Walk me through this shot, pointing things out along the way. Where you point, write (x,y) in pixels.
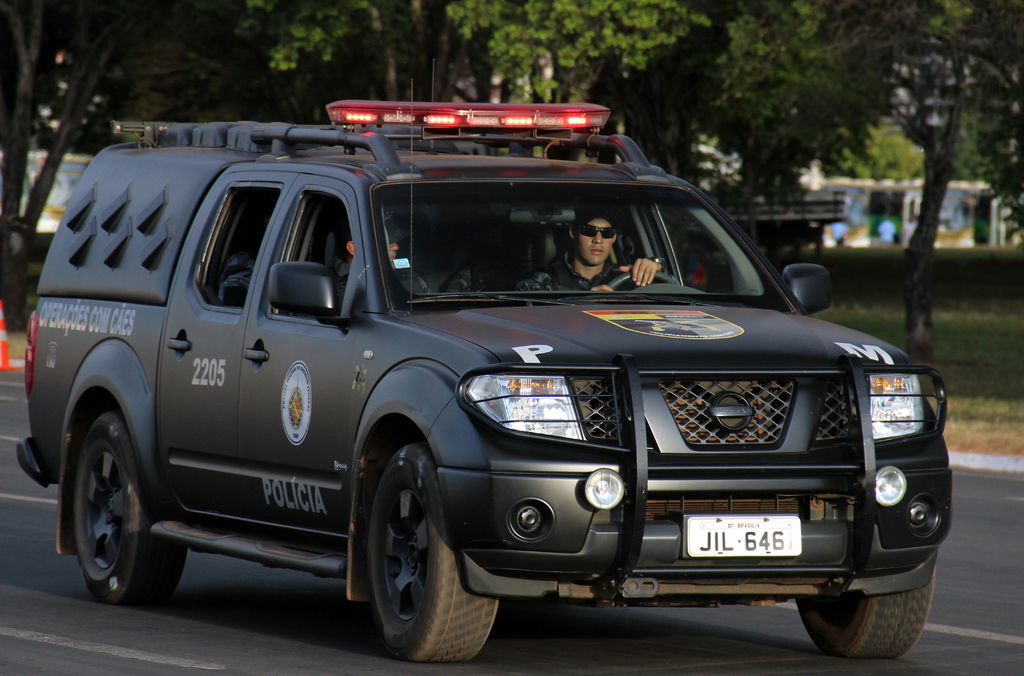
This image consists of a car (313,424) in black color. It is a police vehicle (477,341). In which there are two persons (341,272). At the bottom (190,617), there is road (190,617). In the background (354,19), there are trees (319,93).
